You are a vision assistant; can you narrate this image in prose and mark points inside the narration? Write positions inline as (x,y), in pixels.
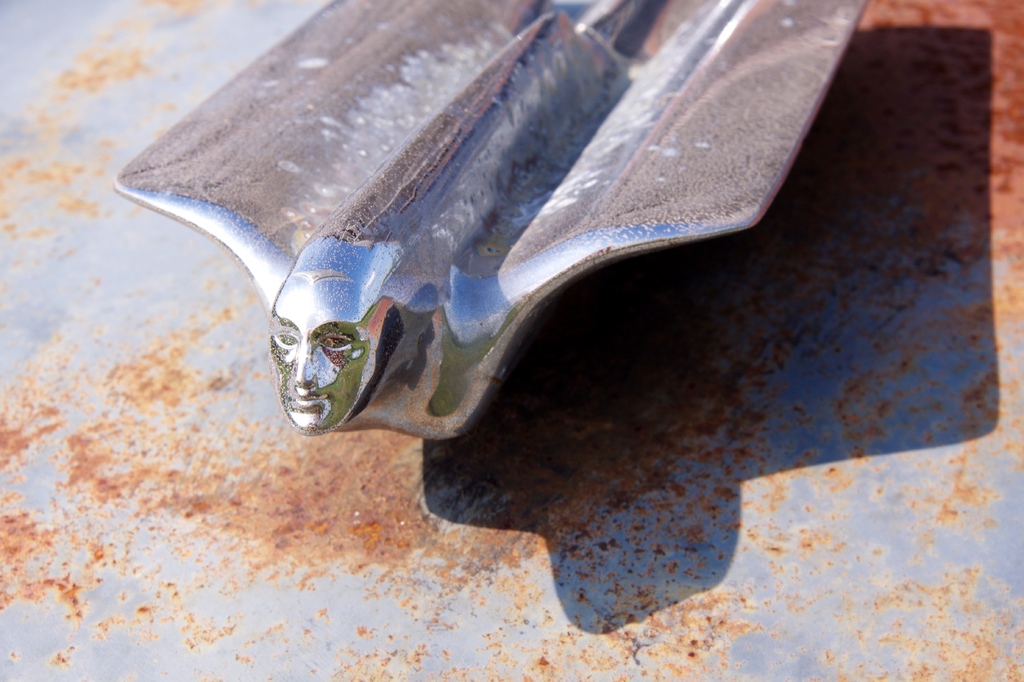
In the image there is a metal sheet (446,202) with a face print (335,317) in the front (304,309), on the metal floor (309,673).
